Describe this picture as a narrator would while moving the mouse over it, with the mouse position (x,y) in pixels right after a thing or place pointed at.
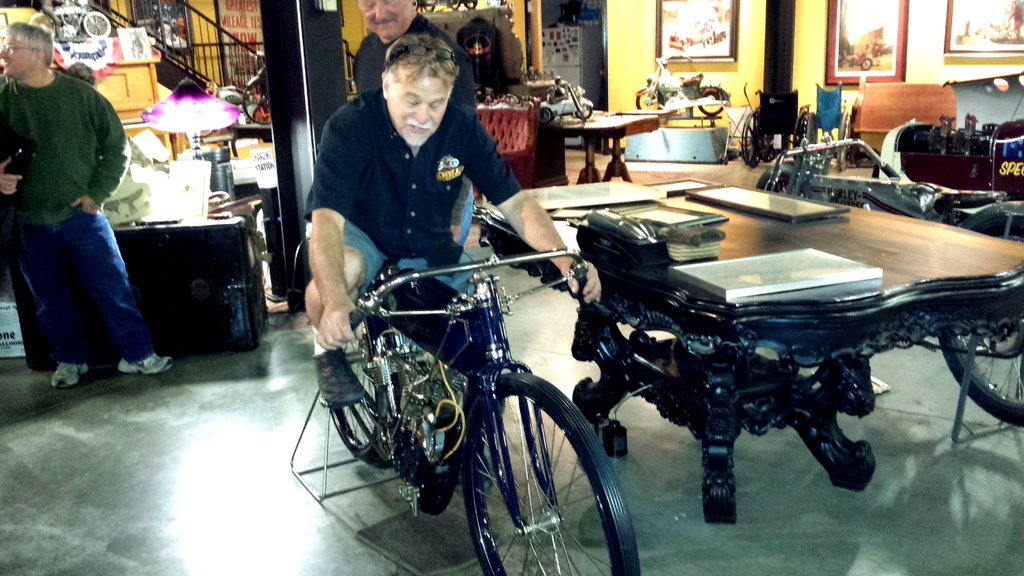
In this picture, there is a man (405,148) at the center (400,284) riding motorcycle (366,297) which is on its stand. Behind him there is a man (420,14) who is watching him. At the left (50,157), there is a person (89,160) who is seeing someone else. It seems like a house (766,66), here there are tables (774,318) and photo frames (614,195) on it. This is a yellow wall (747,61) on which photo frames (898,65) are present. Here there are steps (186,22).
